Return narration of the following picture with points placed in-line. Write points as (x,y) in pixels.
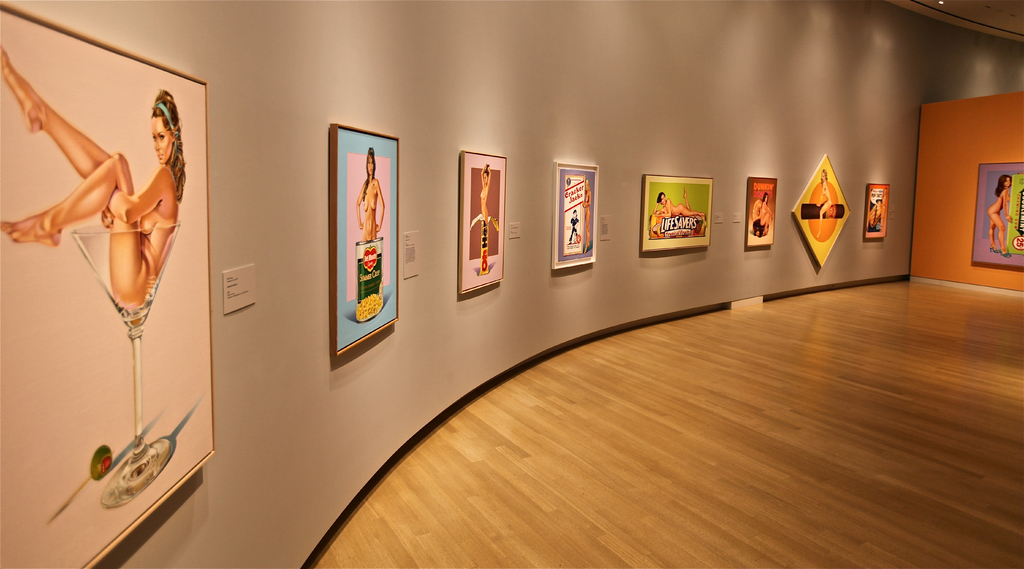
In this image we can see inside of a building (516,394). We can see a wall (427,399). On the wall (313,316) we can see the photo frames (868,215) of the persons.
